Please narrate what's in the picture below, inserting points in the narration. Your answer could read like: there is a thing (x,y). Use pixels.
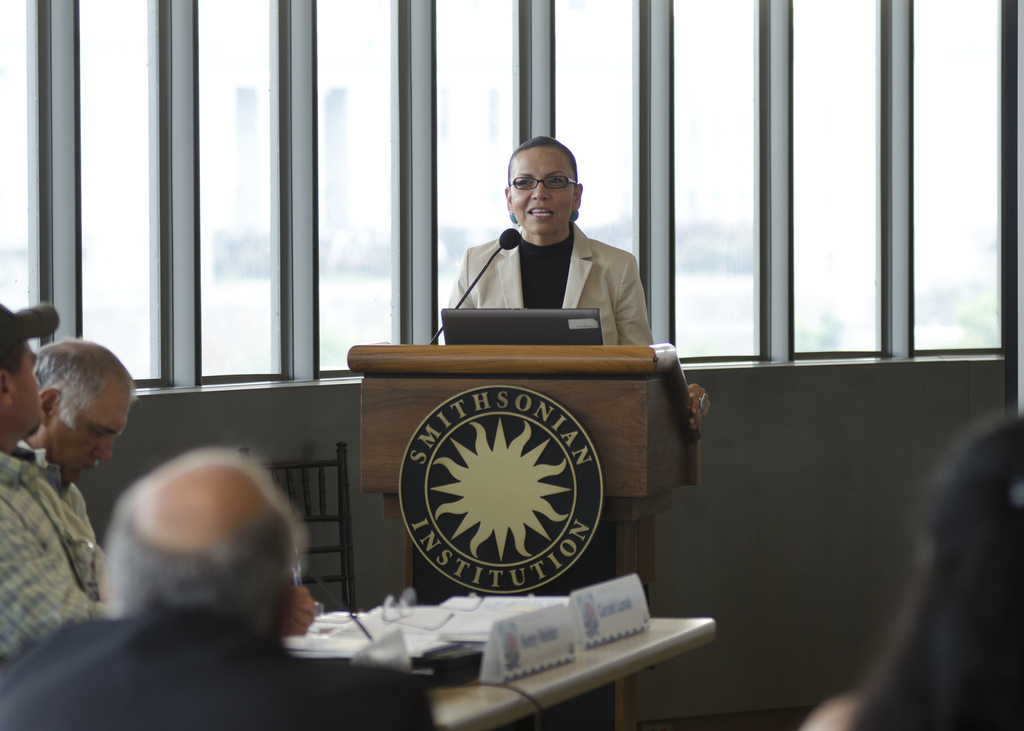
In the picture I can see a woman (596,274) standing in front of a wooden podium (607,361) and she is speaking on a microphone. I can see a table (511,703) on the floor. I can see the name plate boards (547,637), papers (480,623) and spectacles (401,623) on the table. I can see three men (68,541) on the left side (142,501). In the background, I can see the glass windows (240,176).
